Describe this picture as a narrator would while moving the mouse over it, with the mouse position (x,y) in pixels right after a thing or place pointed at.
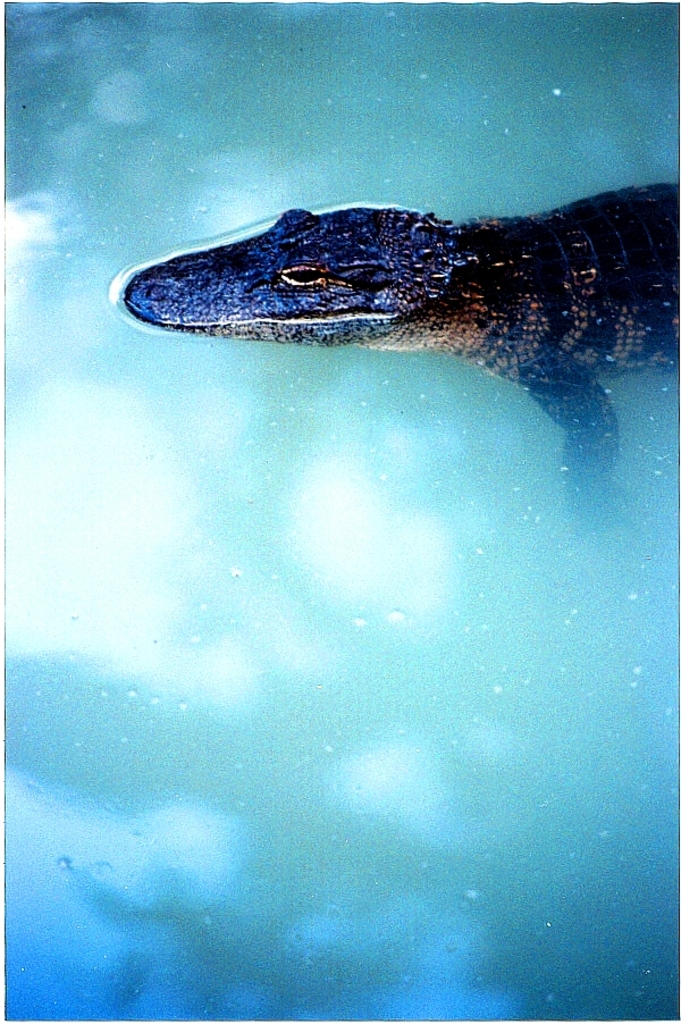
In this picture, we can see a water animal (464,317) in water (367,398).
